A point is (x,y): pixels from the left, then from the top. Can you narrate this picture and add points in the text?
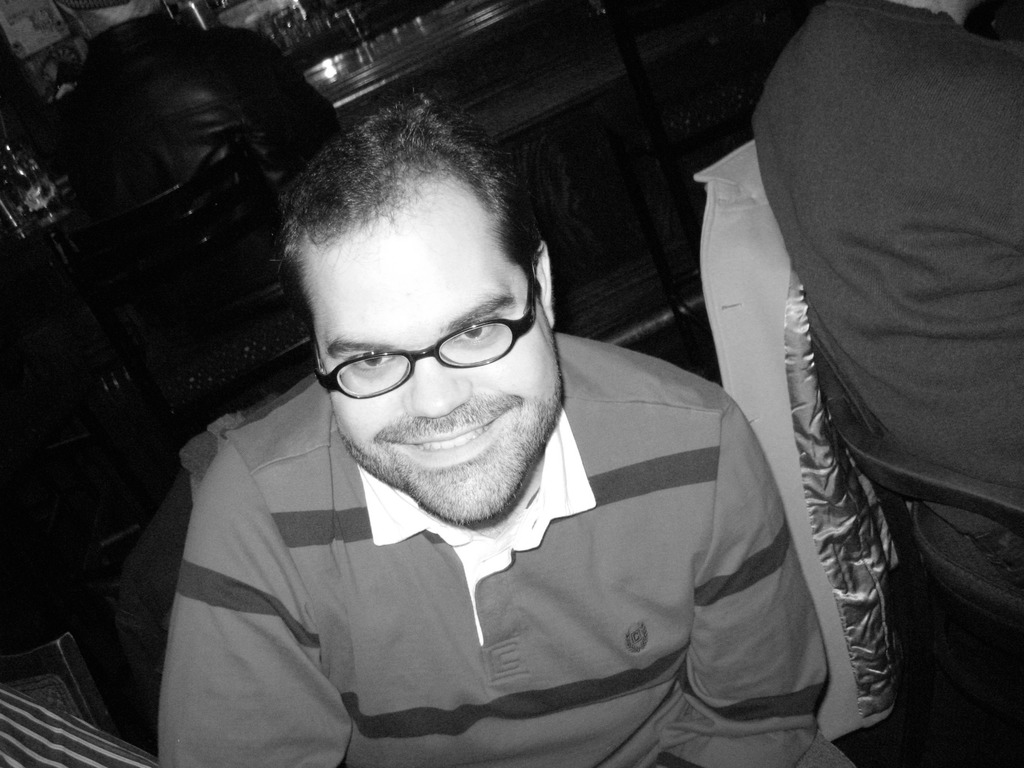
It is a black and white picture. In the center of the image (477,469) we can see two persons (603,555) are sitting. Among them, we can see one person (650,570) is smiling and he is wearing glasses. At the bottom left side of the image (58,721), we can see some objects (67,725). In the background (439,82) there is a wall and a few other objects (290,35).
